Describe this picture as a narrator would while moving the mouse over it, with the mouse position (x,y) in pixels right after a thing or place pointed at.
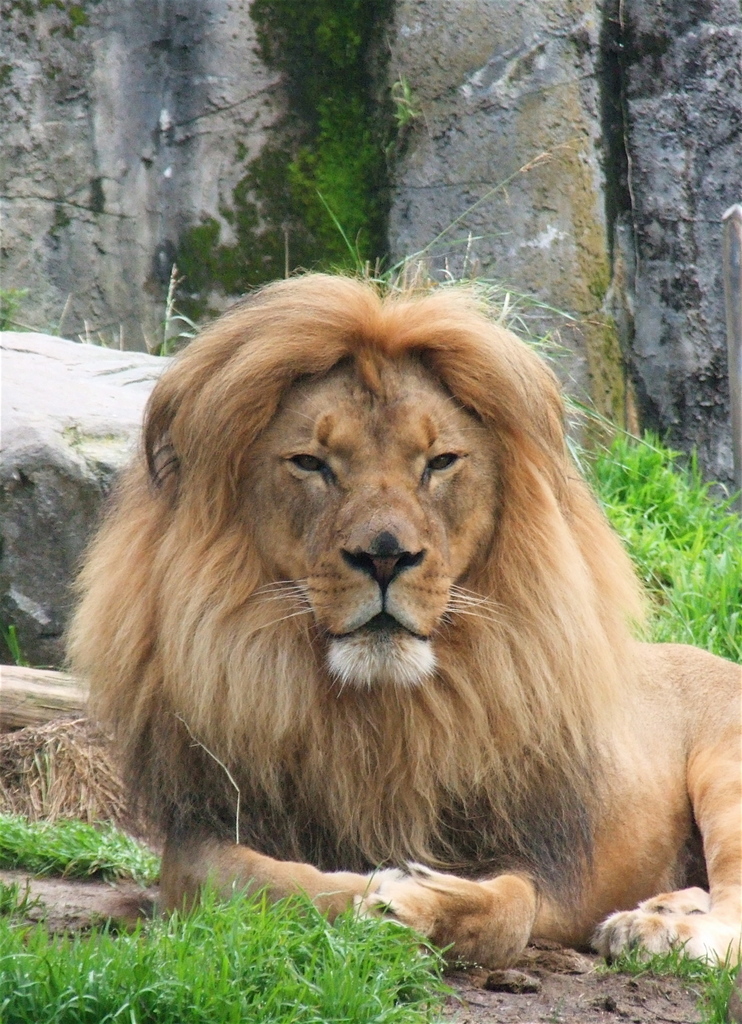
In this image I can see a lion (392,684) which is brown, cream and black in color is laying on the ground (572,1010). I can see some grass (306,931) on the ground (660,618) and few rocks (83,447) behind the lion (398,534).
